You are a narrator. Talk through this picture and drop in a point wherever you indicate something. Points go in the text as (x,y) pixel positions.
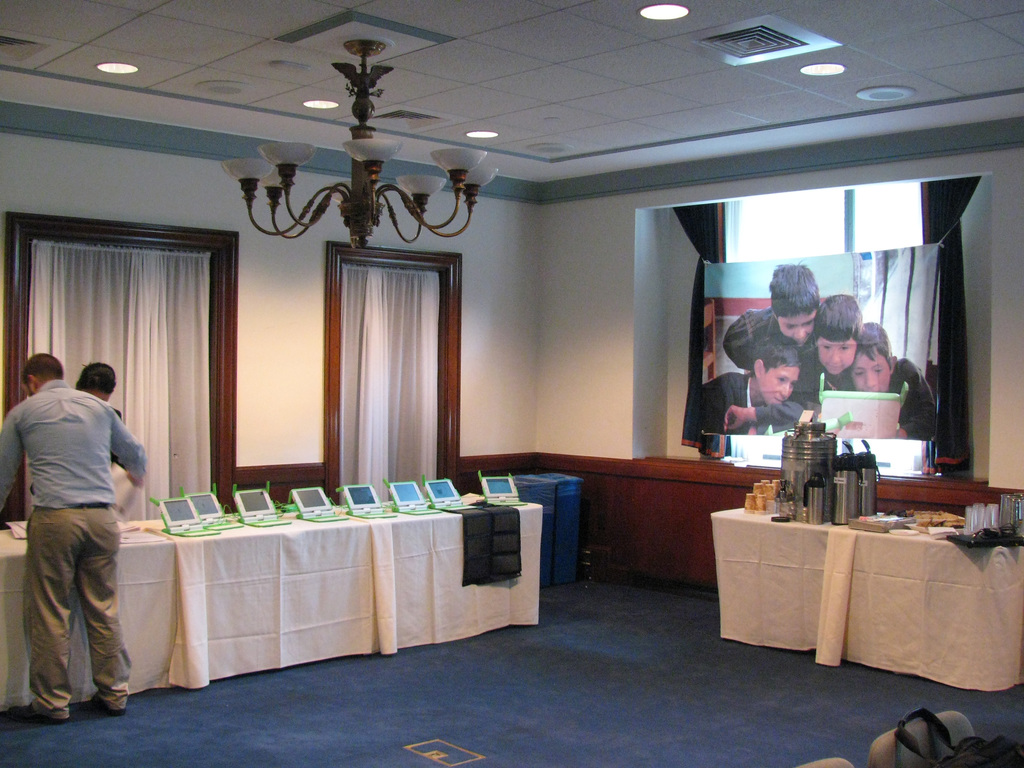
In this image, we can see on right side (832,345) there is a photo banner (848,347) and dark color curtain (936,227). There is a table (814,562) and few items (807,507) are placed on it. On left side (96,520), 2 peoples (117,518) are standing near the table (160,544). Few laptops (457,490) are placed on the table (430,527). There is a black color cloth (488,554) in the middle (510,510). At the background (134,344), we can see white color curtains (182,313) and wooden frame (439,274). The roof (553,109), white color roof (549,131) and chandelier (379,191) is hanging and lights (671,19) we can see. And the bottom, there is a blue color floor (663,725). the right side (937,747) corner, we can see bag (933,759) and cream color chair (882,758).
